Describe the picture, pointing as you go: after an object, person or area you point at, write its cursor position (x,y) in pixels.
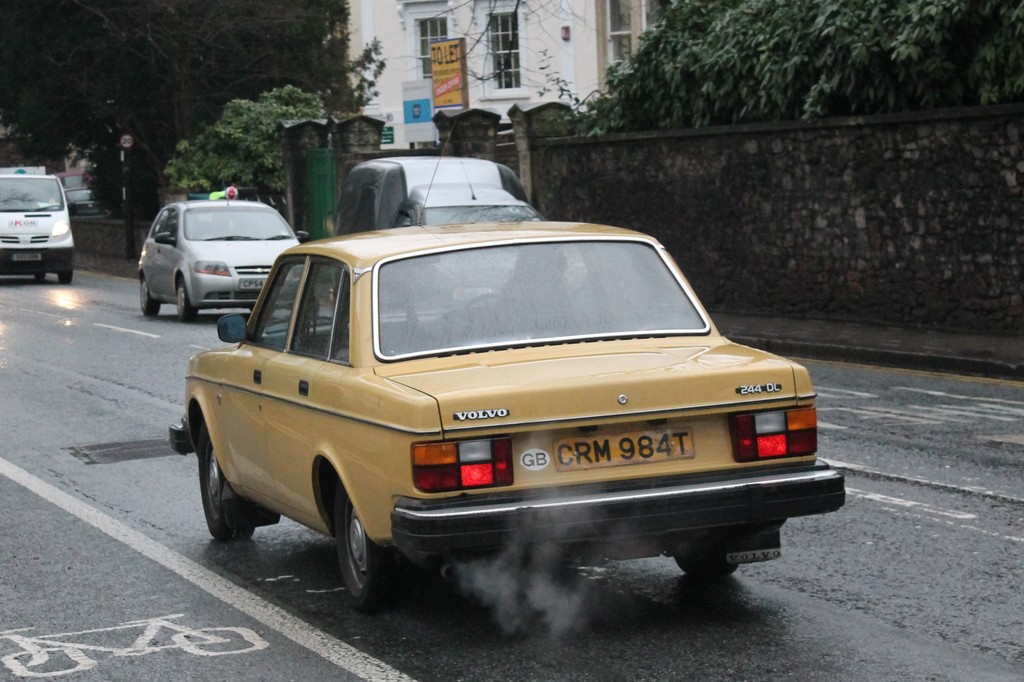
In this image we can see some vehicles (441,363) on the road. On the backside (1017,293) we can see a wall (835,243), some trees (712,99), a signboard (451,100) and a building (498,64) with windows (511,61).
